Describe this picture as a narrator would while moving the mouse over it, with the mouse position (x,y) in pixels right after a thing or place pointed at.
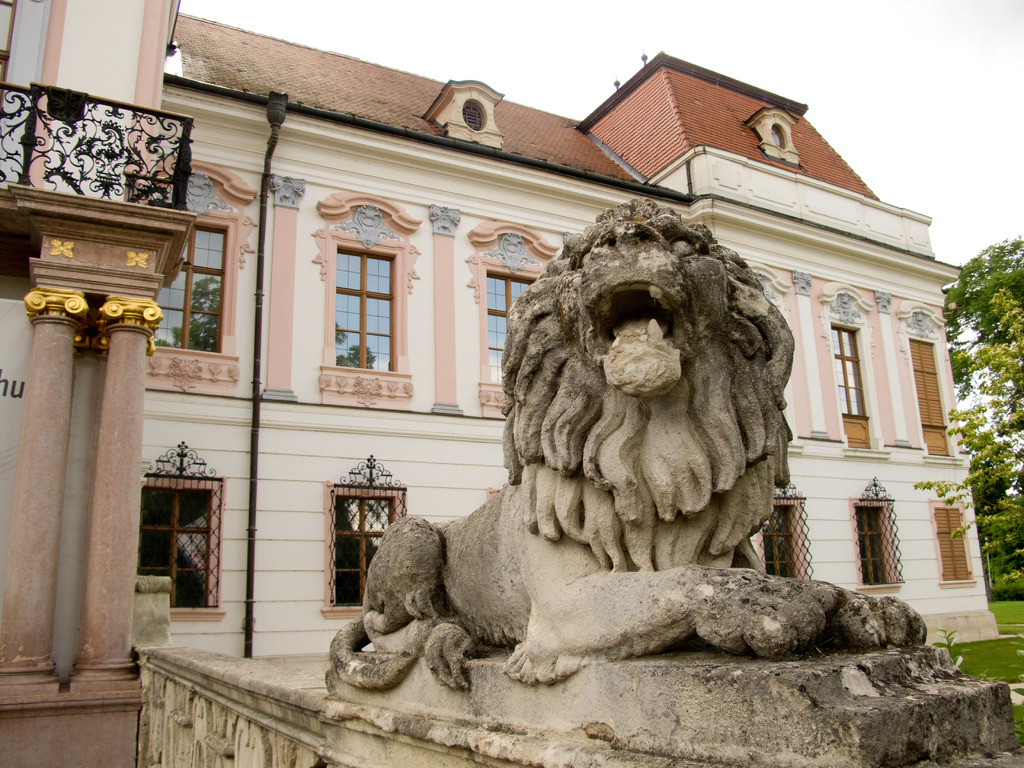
In this image I can see the statue of a lion (612,552) which is cream and black in color and in the background (418,380) I can see a building (458,394) which is cream and orange in color, few windows (354,542) of the building (431,429), few trees (1011,558) and the sky (768,57).
